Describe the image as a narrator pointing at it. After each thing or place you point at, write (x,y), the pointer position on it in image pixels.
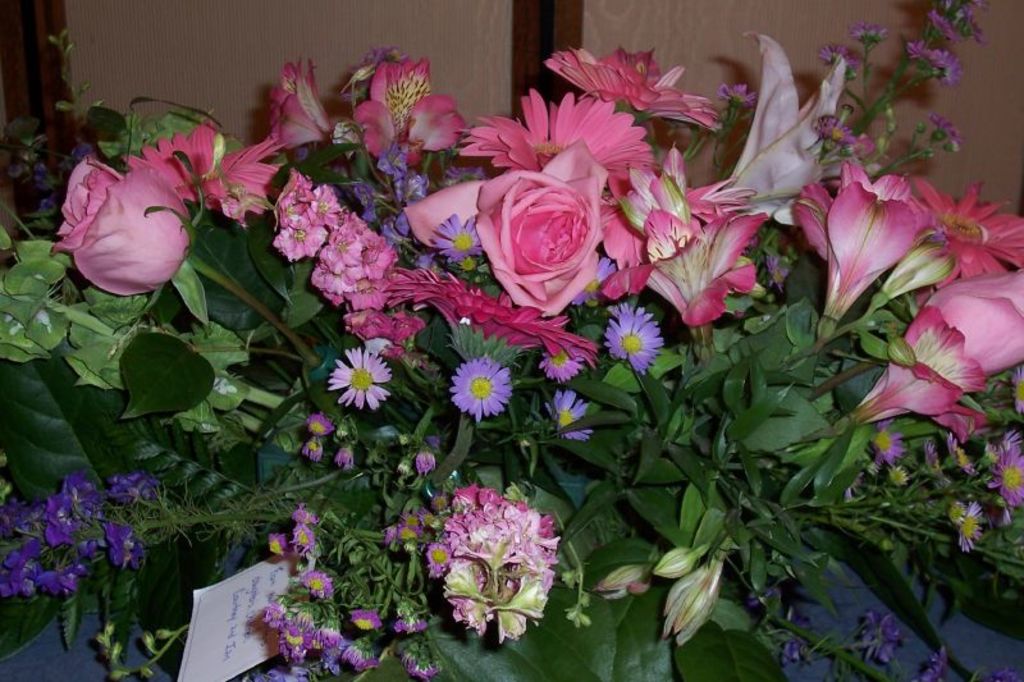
In this picture there are different types of flowers (471,302) on the plants (486,467). At the back (176,12) there is a door (453,34).
